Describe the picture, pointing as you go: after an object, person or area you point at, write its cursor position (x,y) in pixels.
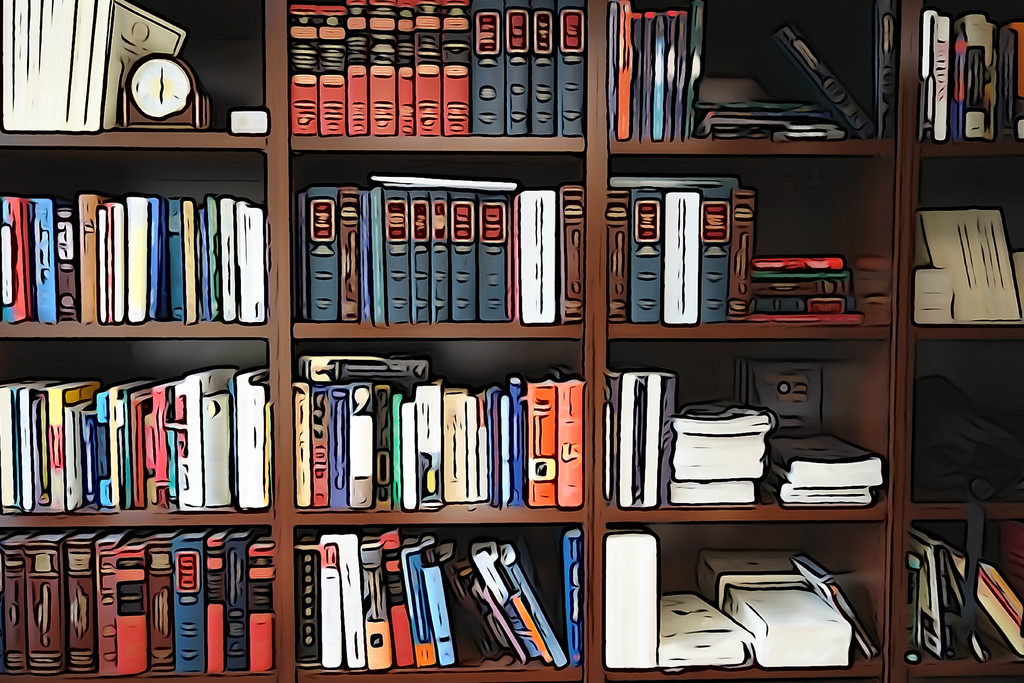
It is an edited image. In this image there are books (92,106) and a clock (188,116) in a wooden shelves (569,670).
